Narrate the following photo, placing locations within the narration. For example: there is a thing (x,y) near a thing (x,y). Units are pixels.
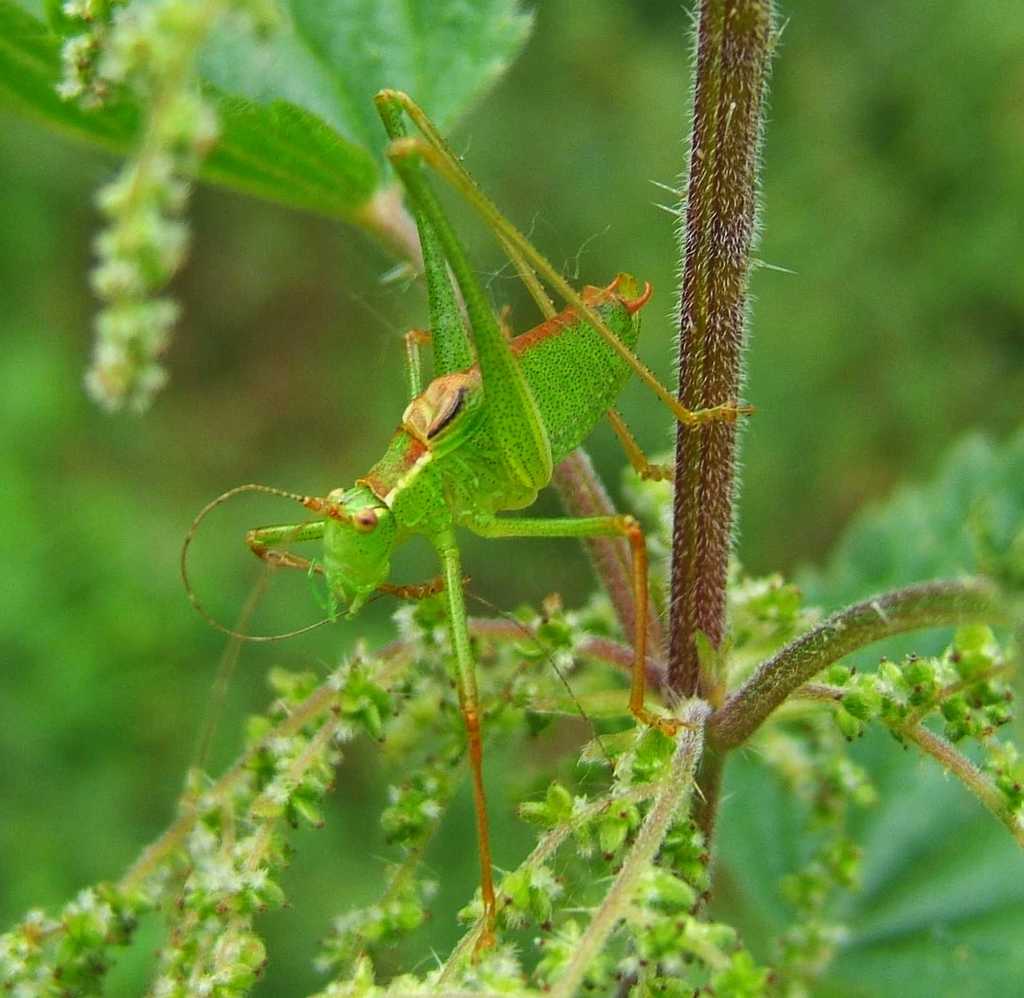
In this image we can see a grasshopper (508,415) on a plants (676,548), and the background (169,754) is blurred.
